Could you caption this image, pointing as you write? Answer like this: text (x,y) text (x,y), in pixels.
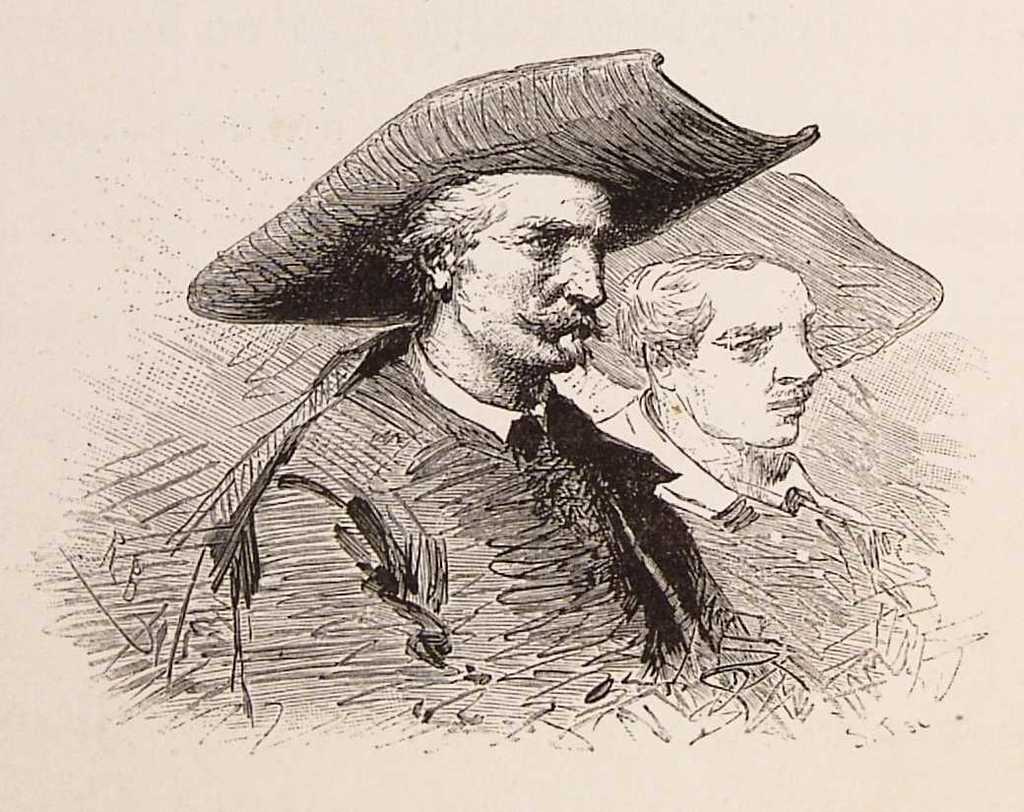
The picture is a drawing, in the drawing there are two persons (552,277) wearing hats (399,201).
